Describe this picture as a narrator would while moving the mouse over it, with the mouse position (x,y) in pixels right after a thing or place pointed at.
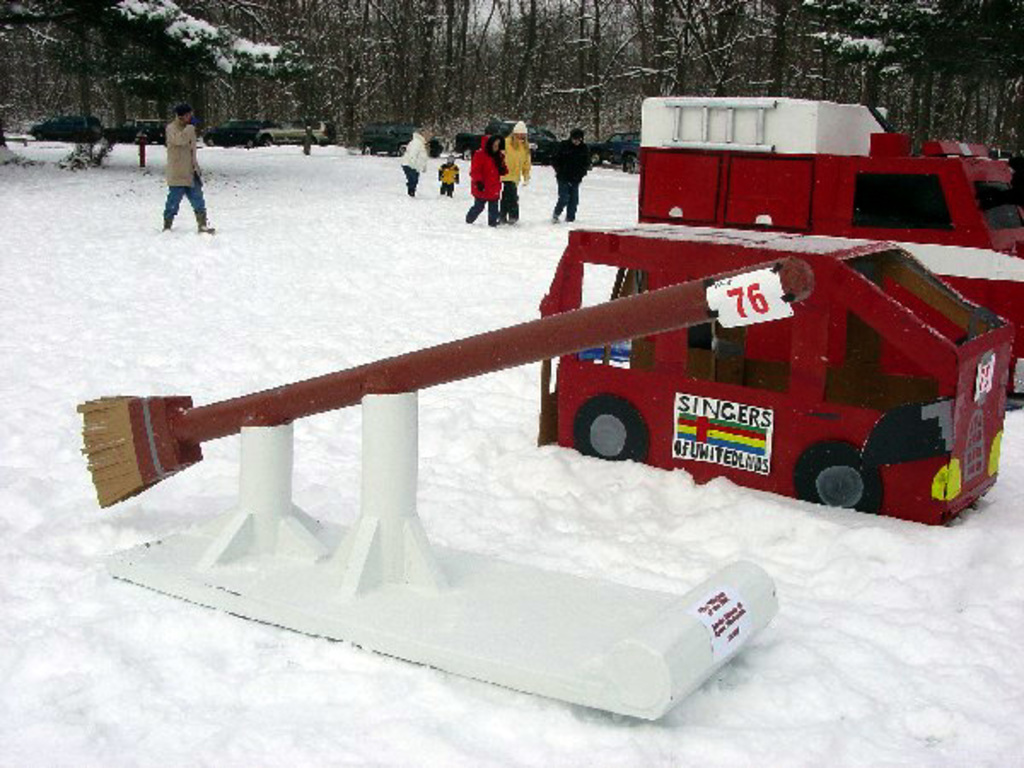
At the bottom of the picture (209,695), we see snow (233,688). In front of the picture, we see an object (373,547) in white and brown color. On the right side (706,167), we see the vehicles (917,349) in red color are parked. In the middle of the picture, we see five people (507,184) are standing. The man (181,116) on the left side (180,140) is walking. In the background (273,128), we see the cars (65,140). There are trees (437,82) in the background (563,106).
